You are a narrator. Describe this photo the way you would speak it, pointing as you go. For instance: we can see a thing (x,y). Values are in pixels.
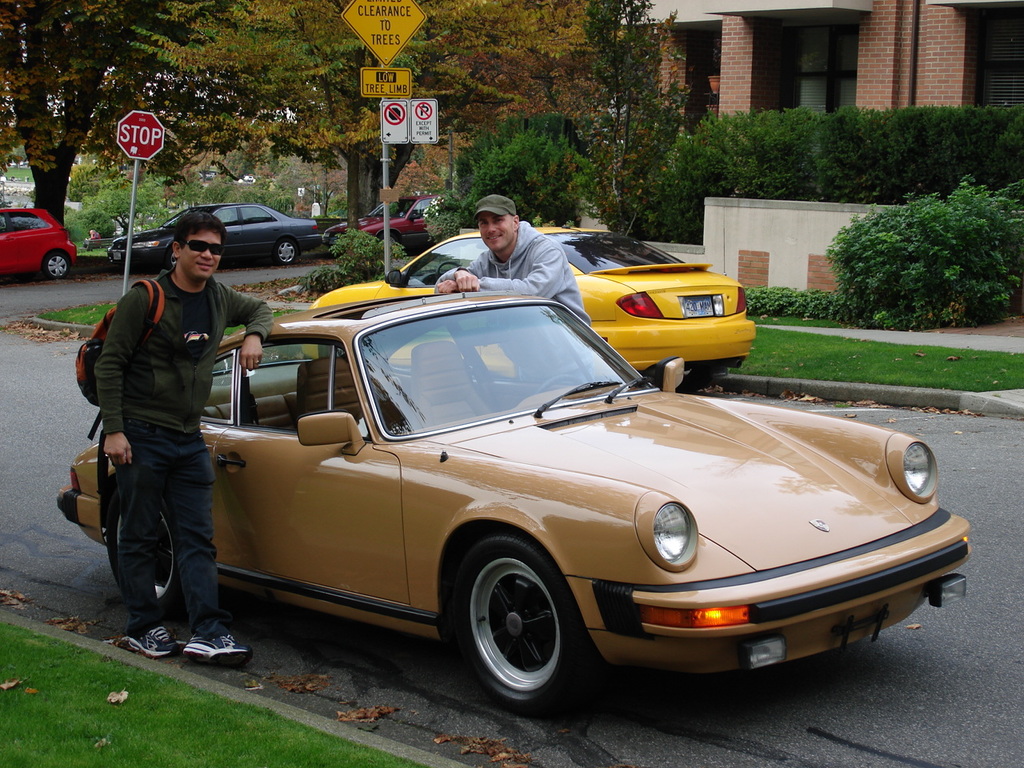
In the foreground (543,267), I can see two persons (150,505) are standing on the road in front of a car (523,581). In the background (332,166), I can see grass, fence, sign boards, plants (969,224), trees (349,179), vehicles (381,228) on the road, and buildings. This image taken, maybe during a day.
